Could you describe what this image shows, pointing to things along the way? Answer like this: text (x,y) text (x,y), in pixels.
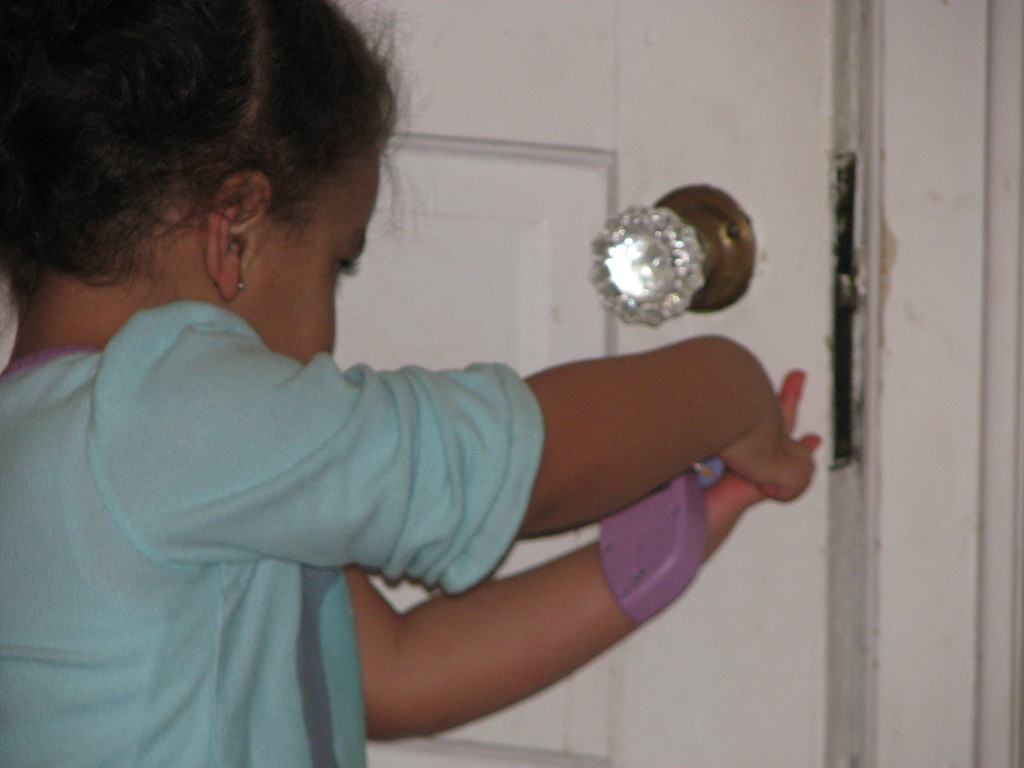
In this picture we can see a girl (305,417). She wear green color dress (246,457). And this is the door (671,123).
